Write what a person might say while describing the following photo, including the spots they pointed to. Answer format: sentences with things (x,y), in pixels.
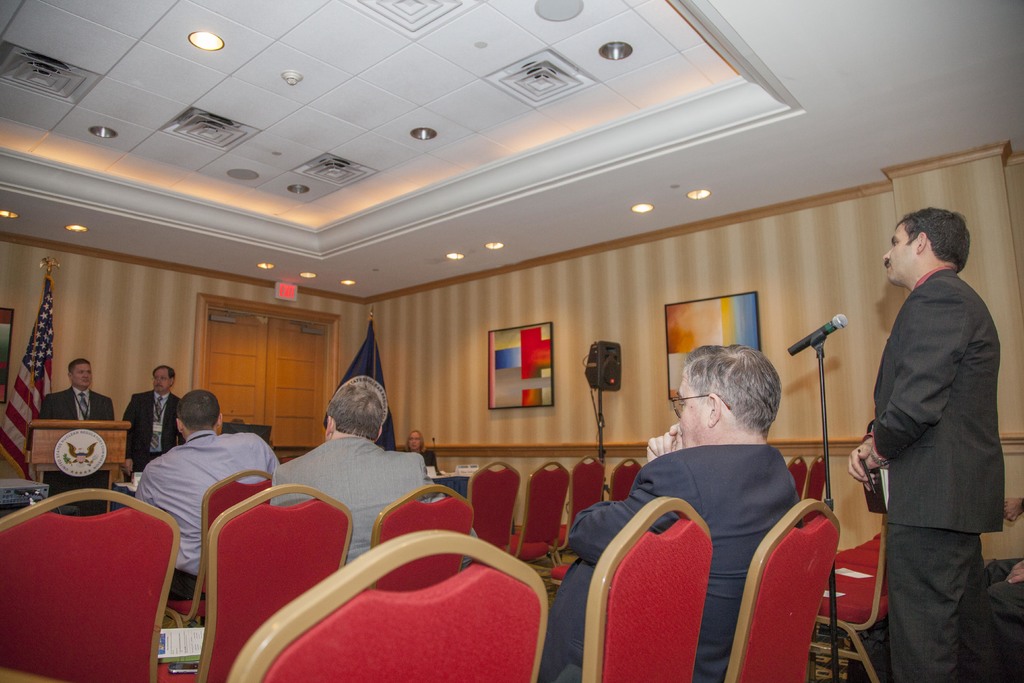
On the right (910,682) a man (951,671) is standing and in the middle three people (613,514) are sitting in the chairs (621,568) there are lights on the roof (396,219) on the left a man (172,441) is standing near the podium (123,458).
